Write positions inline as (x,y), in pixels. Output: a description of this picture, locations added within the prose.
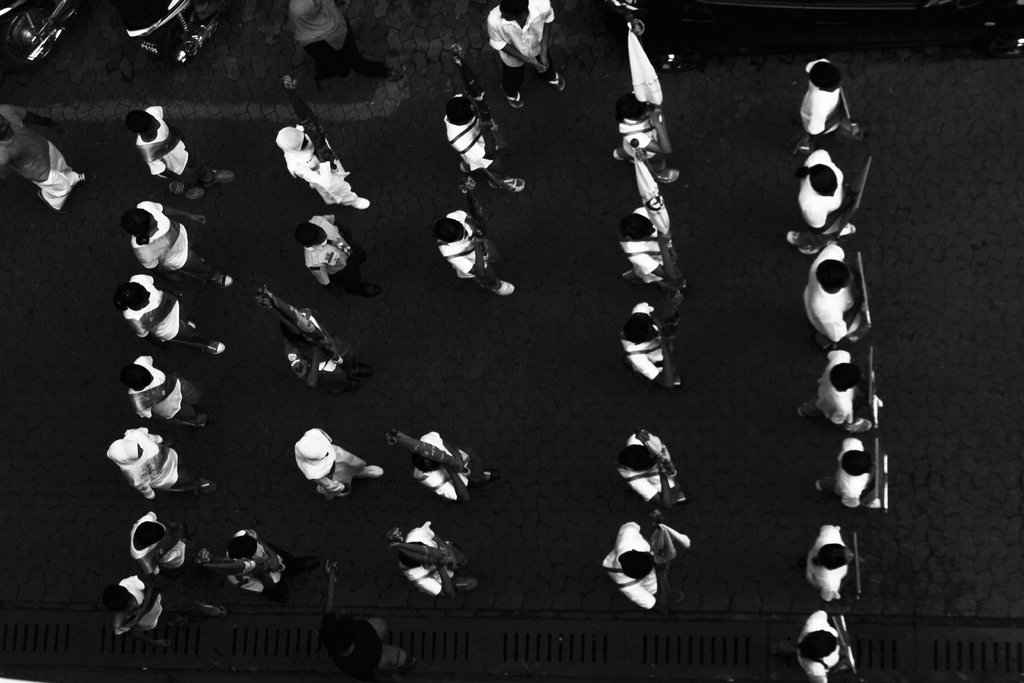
In this image we can see people (135,321) walking on the road (511,269) holding placards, flags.
